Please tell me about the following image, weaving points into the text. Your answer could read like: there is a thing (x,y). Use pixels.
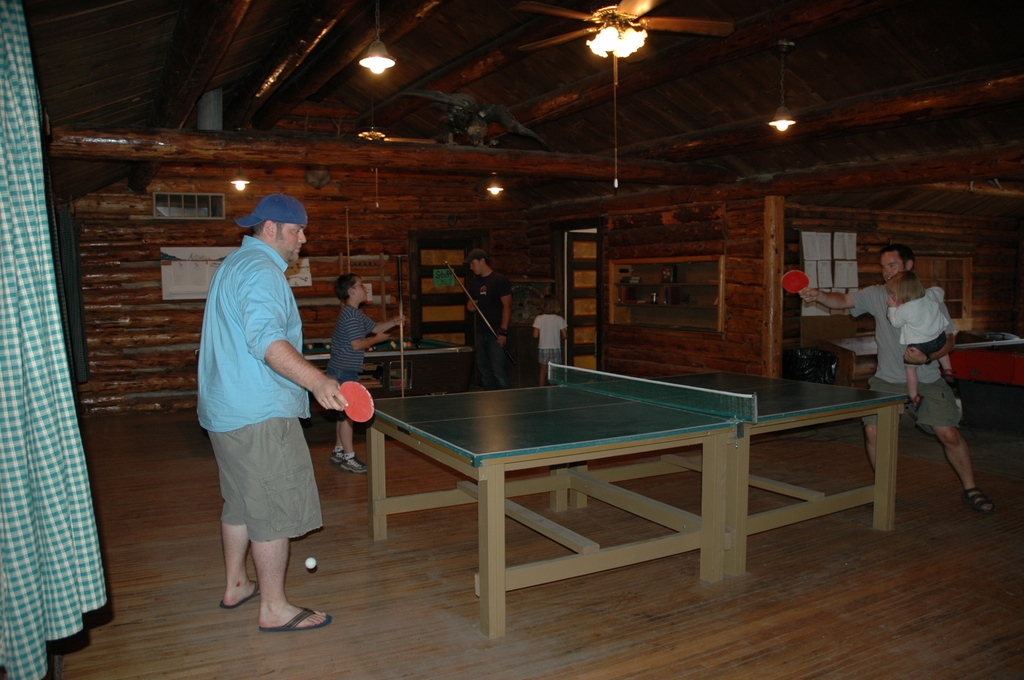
This is a picture in a house (787,342), the two persons (884,347) were playing the table tennis. The two persons (324,396) were holding the bat (356,393) on the roof (542,123) there is a chandelier (617,28). Background of this is a wooden wall (145,279).
